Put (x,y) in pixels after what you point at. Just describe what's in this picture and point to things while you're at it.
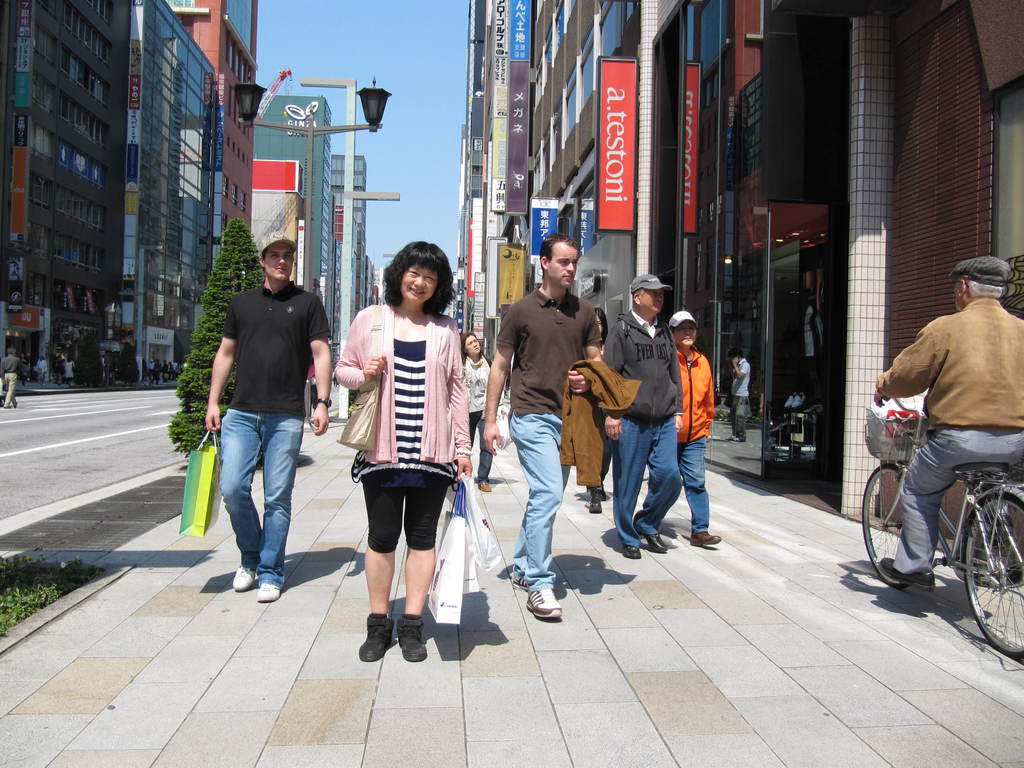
This is completely an outside view picture. Here on the road (391,659) we can see few persons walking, holding carry bags (466,549) in their hands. This man (541,574) is holding a jacket (586,419). At the right side of the picture (1001,346) we can see a man (991,425) riding a bicycle (888,573). At the right (805,103) and left side of the picture (216,79) we can see buildings (857,334). At the top (402,52) we can see a clear blue sky (392,75) and it seems like a sunny day. Near to this building (104,160) we can few persons (172,375). This is a road (73,467).
